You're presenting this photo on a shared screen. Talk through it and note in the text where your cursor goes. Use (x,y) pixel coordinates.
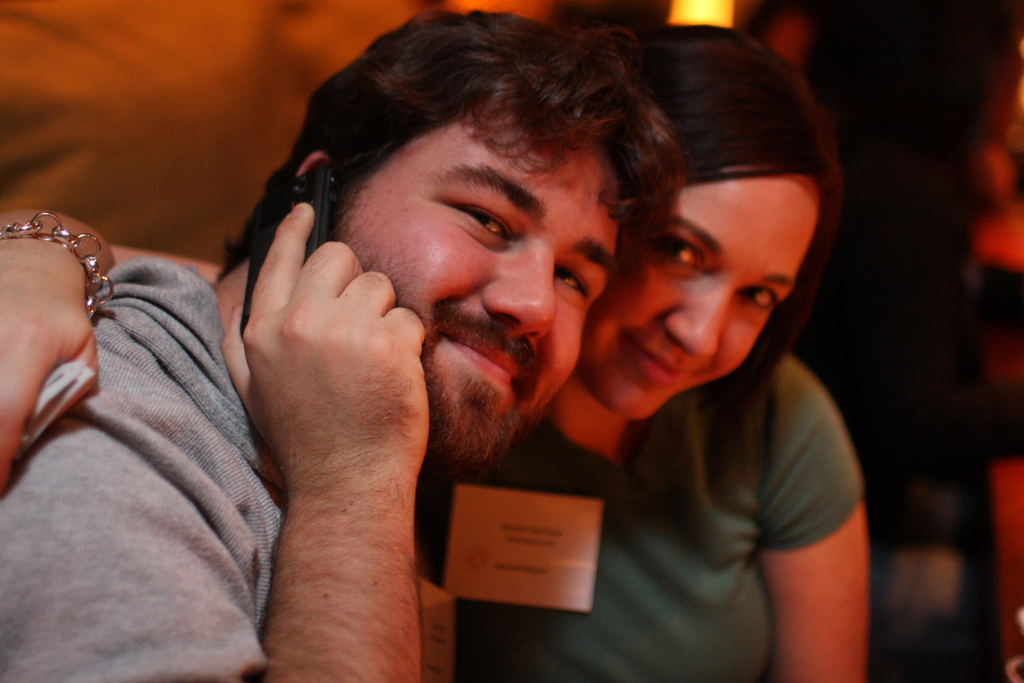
Here in this picture we can see a couple (499,445) present over there and both of them are smiling and the person (401,465) on the left side (301,554) is holding a mobile phone (319,232) in his hand (310,276).
